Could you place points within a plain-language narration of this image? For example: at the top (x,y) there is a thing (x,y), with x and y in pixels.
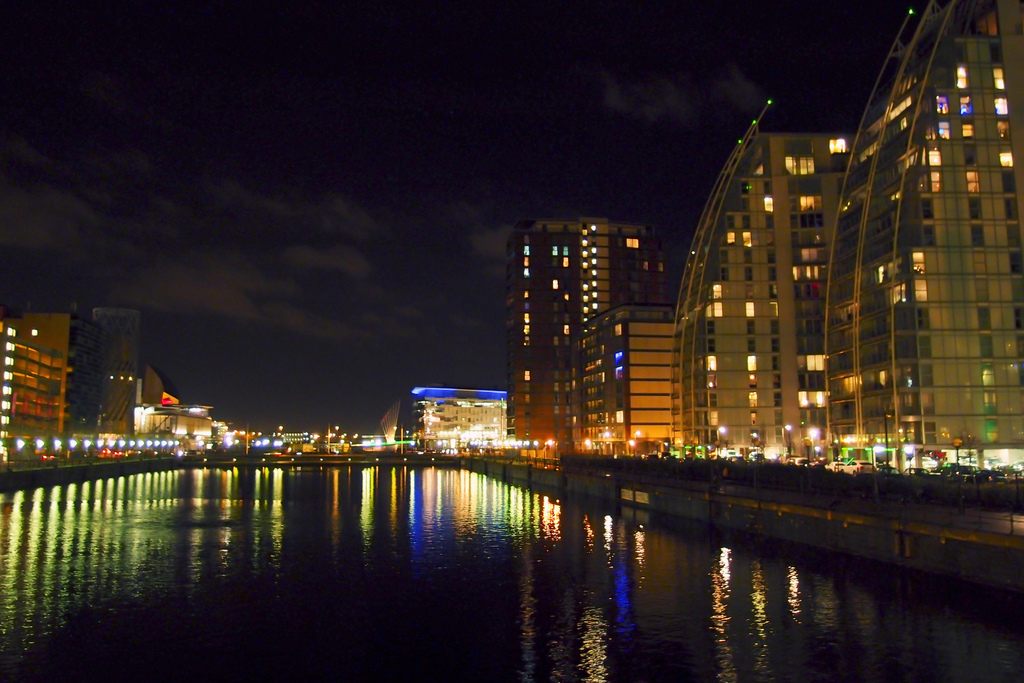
In the image I can see water (232,521). On the left (123,305) and right side of the image (765,296) I can see buildings (800,342) with colorful lights (140,414).
